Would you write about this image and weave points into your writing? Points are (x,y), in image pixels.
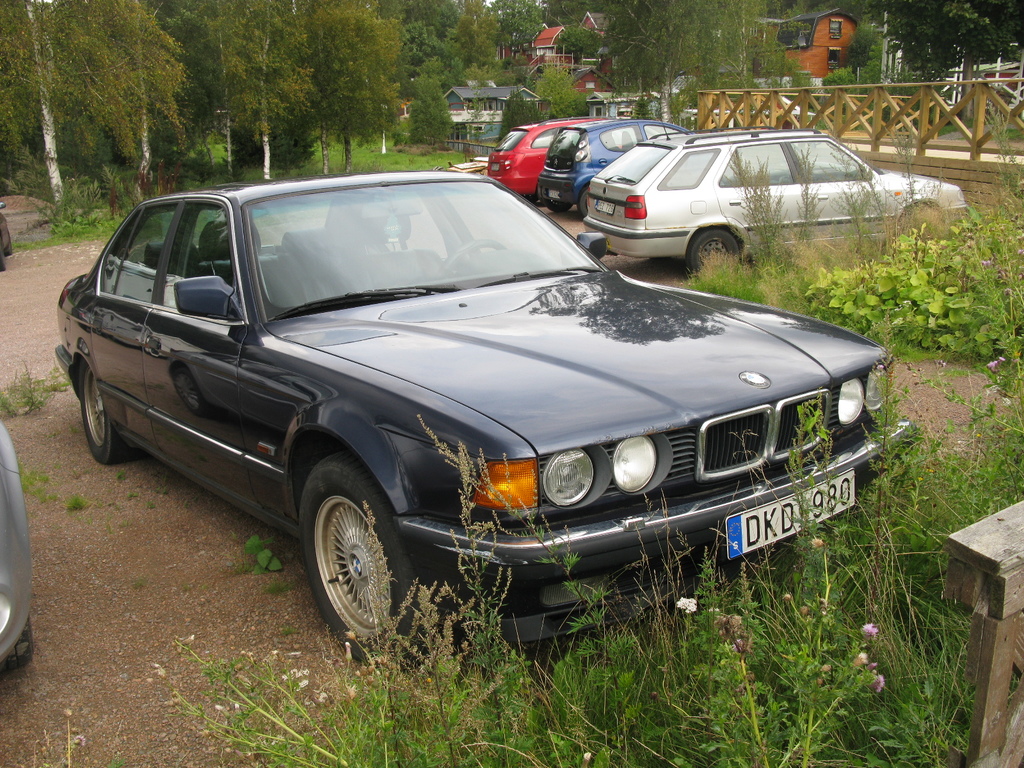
In this image we can see some cars (739,140) parked on the ground (65,458) and there are many plants (850,528) and grasses (924,568) on the right side (944,462) and at the back (517,51) we can see many trees (281,144) and houses (558,51).
